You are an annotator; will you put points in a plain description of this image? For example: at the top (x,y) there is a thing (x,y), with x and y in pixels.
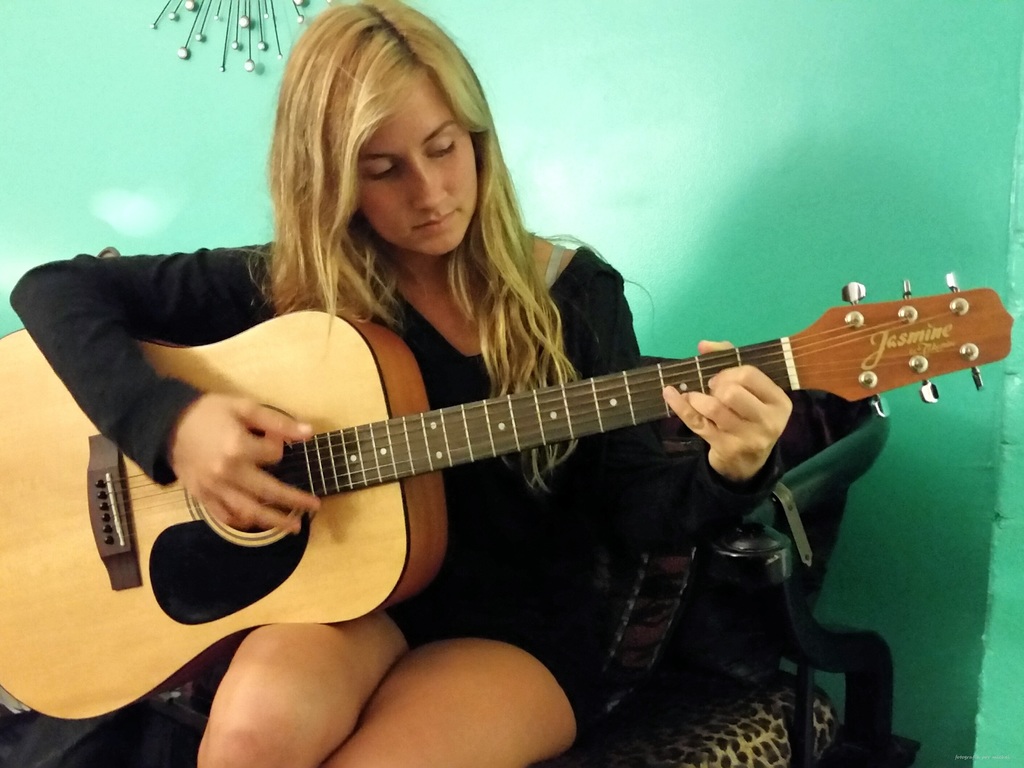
In this picture we can see a woman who is playing guitar (857,285). On the background (813,223) there is a wall (798,104).
